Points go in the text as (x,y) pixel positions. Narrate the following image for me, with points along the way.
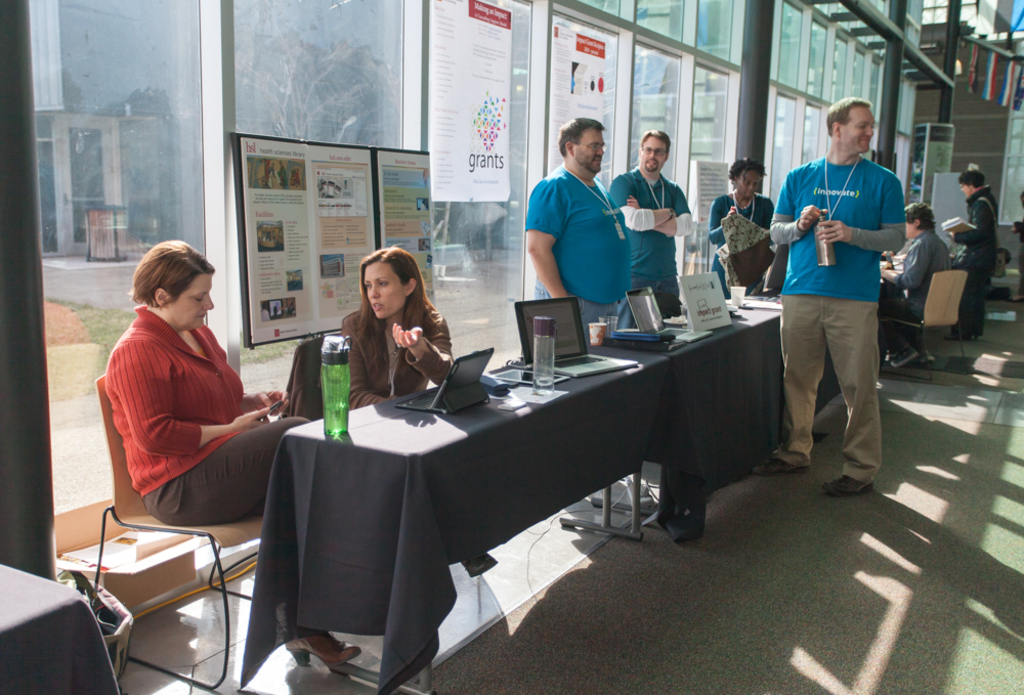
There are group of persons (597,305) in this image, at the left side of the image (115,384) two lady persons (366,356) talking to each other and at the middle of the image (584,252) there are three persons (843,254) wearing blue color shirt (652,198) standing and at the right side of the image (977,221) there is a man (987,235) standing carrying a backpack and holding a book (956,233) in his hand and there are water bottles (329,411) and laptops (455,383) on the table (682,357) and at the left side of the image (49,129) there is a glass door (56,120).
